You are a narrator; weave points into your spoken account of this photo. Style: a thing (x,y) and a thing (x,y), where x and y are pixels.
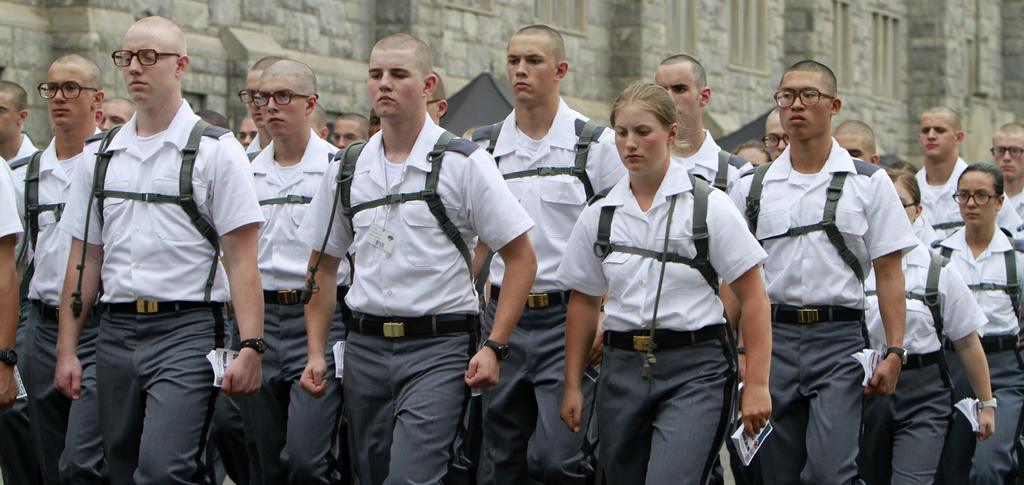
In this image we can see there are group of people (555,251) standing on the ground (1023,442), they are wearing white shirts (307,176) and holding books (738,434) in the hand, at the back (871,96) there is a wall (701,2).
